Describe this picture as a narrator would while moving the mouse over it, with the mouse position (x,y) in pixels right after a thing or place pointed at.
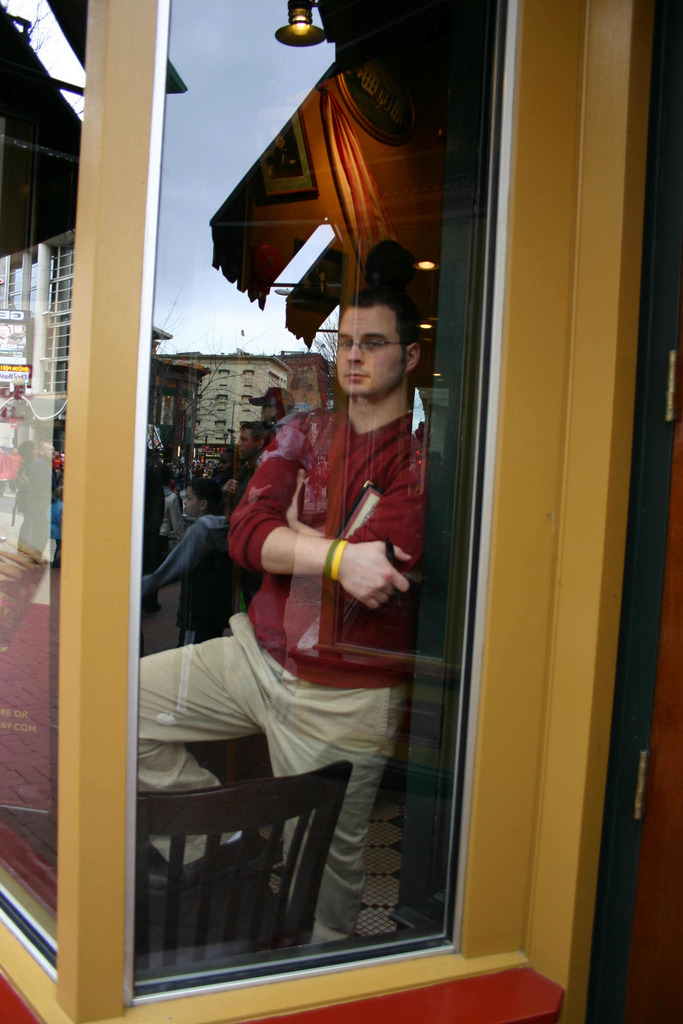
There is a man (287,608) standing beside the glass wall (257,942) beside wooden pillar (531,168).
